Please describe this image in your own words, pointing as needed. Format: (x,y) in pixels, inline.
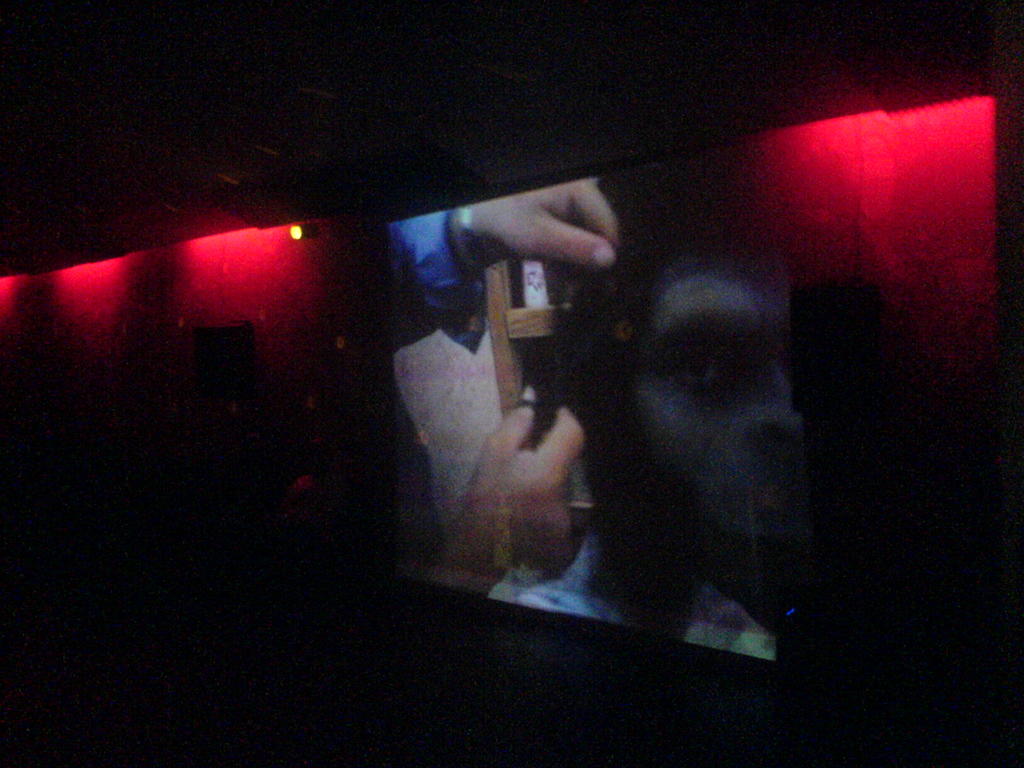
In the picture we can see a screen (549,515) with a man's face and some person hands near to it and besides, we can see a red color light focus (113,274) on the wall (179,332).
